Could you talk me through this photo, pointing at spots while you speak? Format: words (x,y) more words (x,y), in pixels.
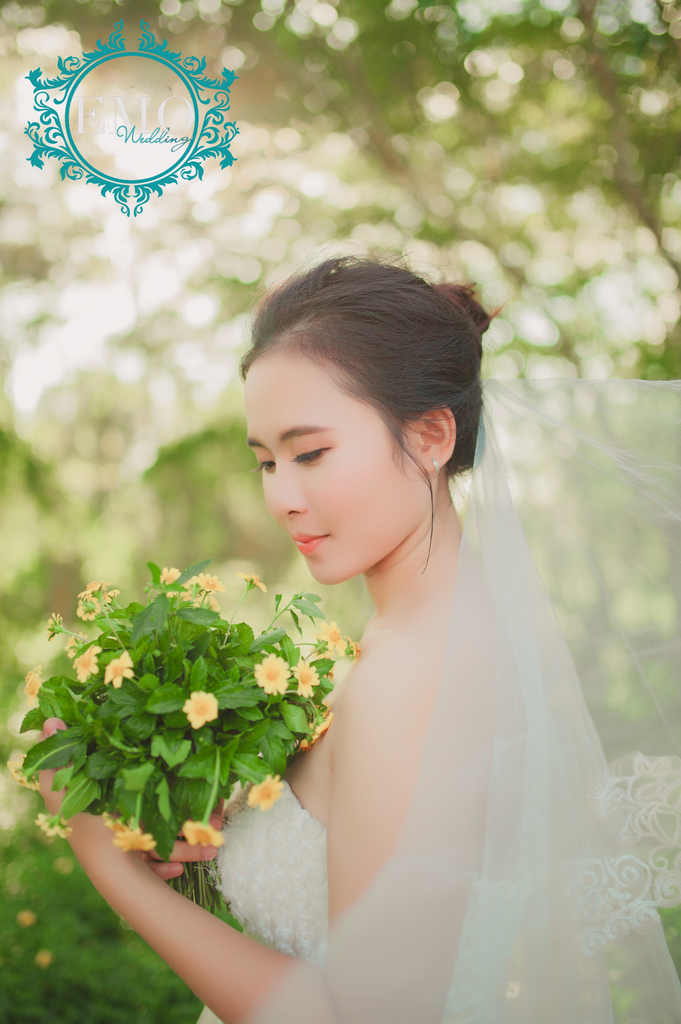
In this image we can see a lady (345,725) wearing veil (457,701). She is holding a flower bouquet (172,688). In the background (211,230) it is blur. And we can see a watermark (145,129) in the top left corner (161,131).
